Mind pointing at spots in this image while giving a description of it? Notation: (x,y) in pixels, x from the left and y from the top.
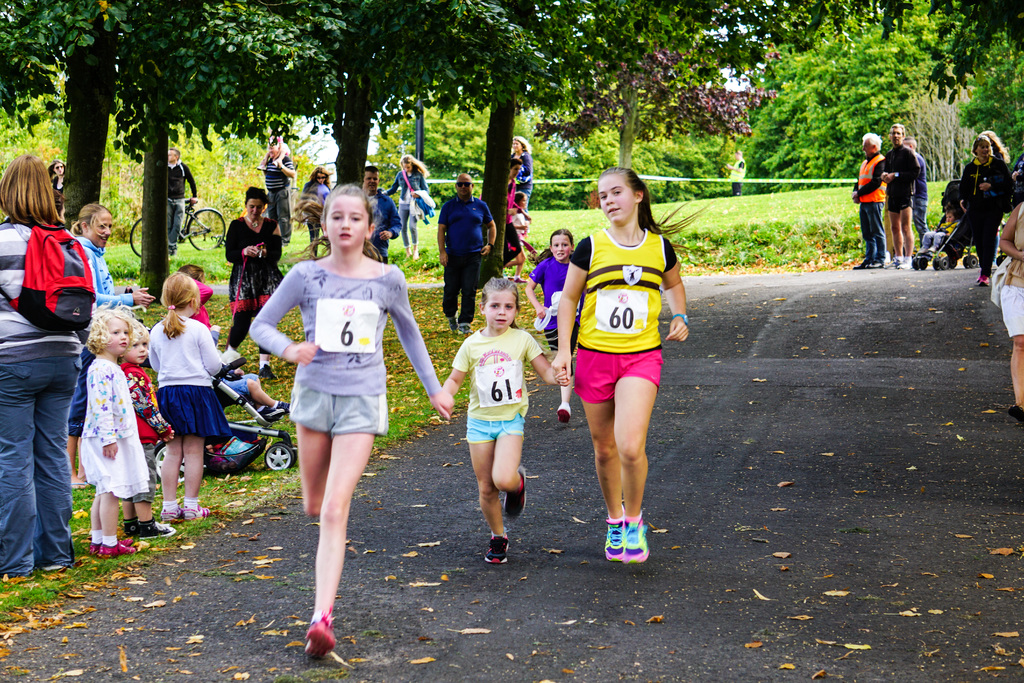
This is the picture of a park (626,167). In this image there are four persons (586,286) running on the road (403,540). At the back (1003,176) there are group of people (139,338) standing. On the left side of the image (185,210) there is a baby (243,374) sitting in the baby trolley (257,430) and the person (176,227) with black t-shirt (171,185) is holding the bicycle (192,228). At the back (583,64) there are trees (583,64) and there is a pole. At the top (728,77) there is sky (731,86). At the bottom (763,516) there is a road (857,441) and there is grass (230,487).
